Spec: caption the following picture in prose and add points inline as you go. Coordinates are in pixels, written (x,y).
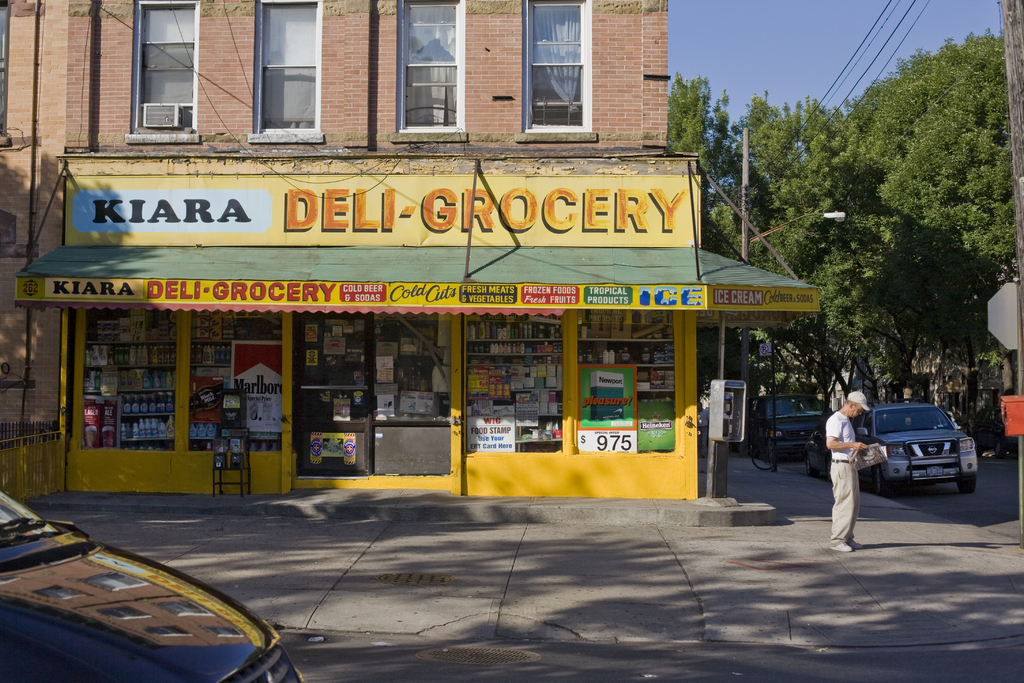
In the foreground of this image (159,622), there is a vehicle (84,628) in the left bottom corner (64,649), a man (836,452) standing on the pavement (838,574) and also a grocery store (401,299) in the center of the image (376,400). At the top (450,94), there are windows (312,102) of a building (548,74). In the background (875,225), there are trees (904,254), poles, cables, vehicles (905,431) on the road (970,493) and the sky (783,27).
